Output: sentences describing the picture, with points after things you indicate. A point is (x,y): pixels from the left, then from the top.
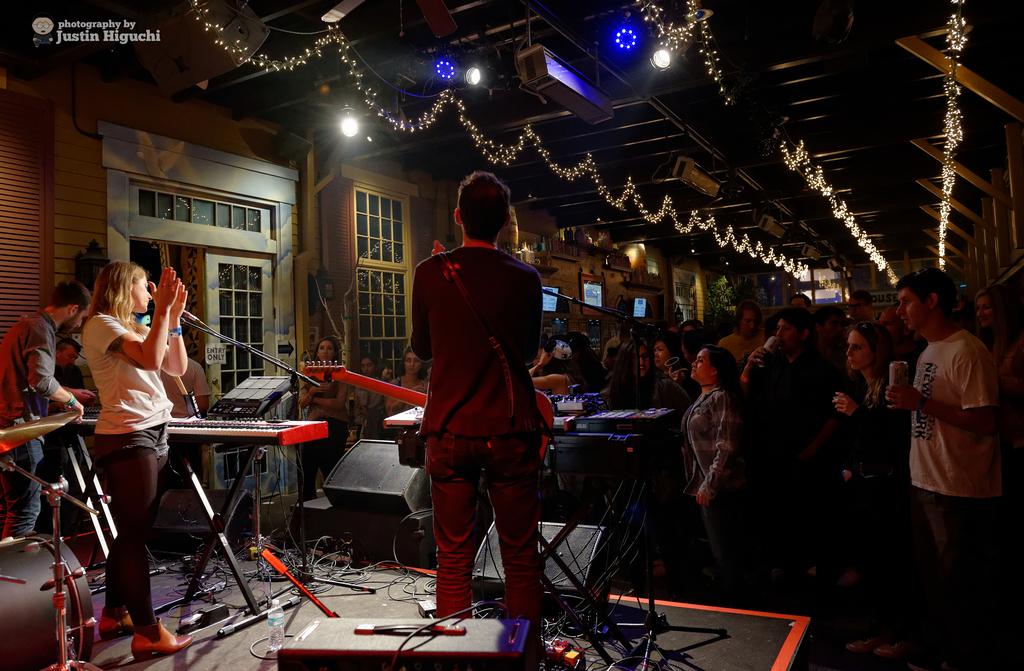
In the image I can see a person (446,419) who is playing the guitar (328,365) and the other person (145,477) who is in front of the mic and also I can see some other people (946,425) and some lights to the roof (457,12).
